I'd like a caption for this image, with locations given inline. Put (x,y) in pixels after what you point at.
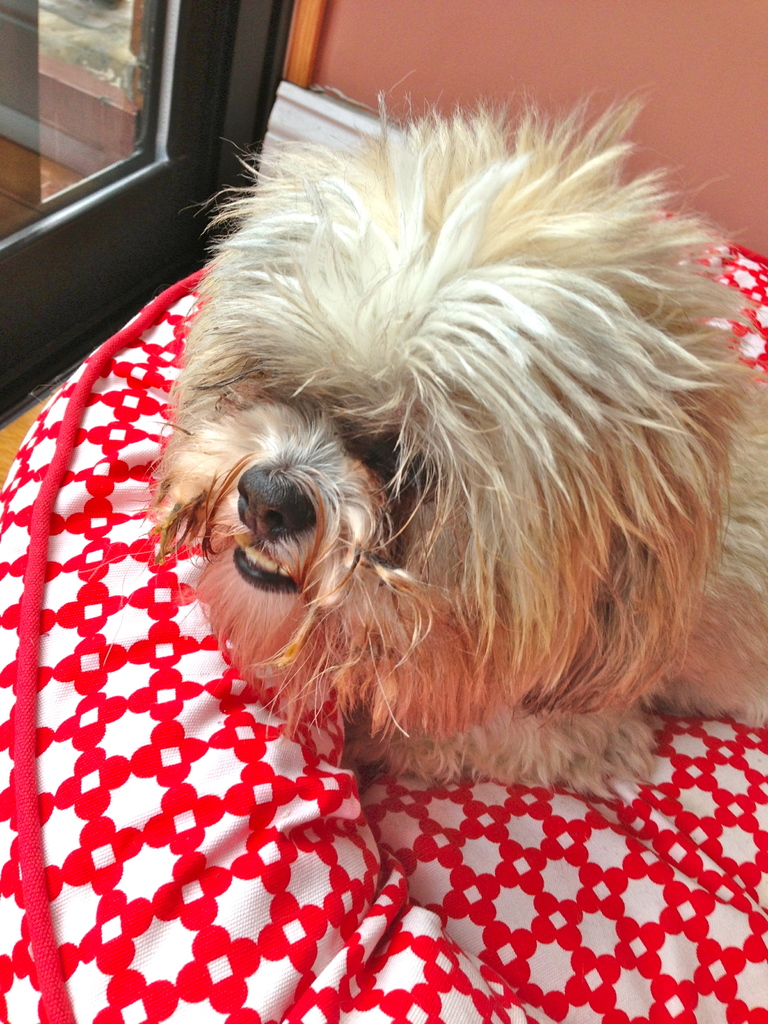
In this picture there is a dog (385,629) on the bed (547,1010). In the top left corner (50,232) it might be the door (50,232) or window (72,253). At the top (477,28) I can see the wall (471,21).
